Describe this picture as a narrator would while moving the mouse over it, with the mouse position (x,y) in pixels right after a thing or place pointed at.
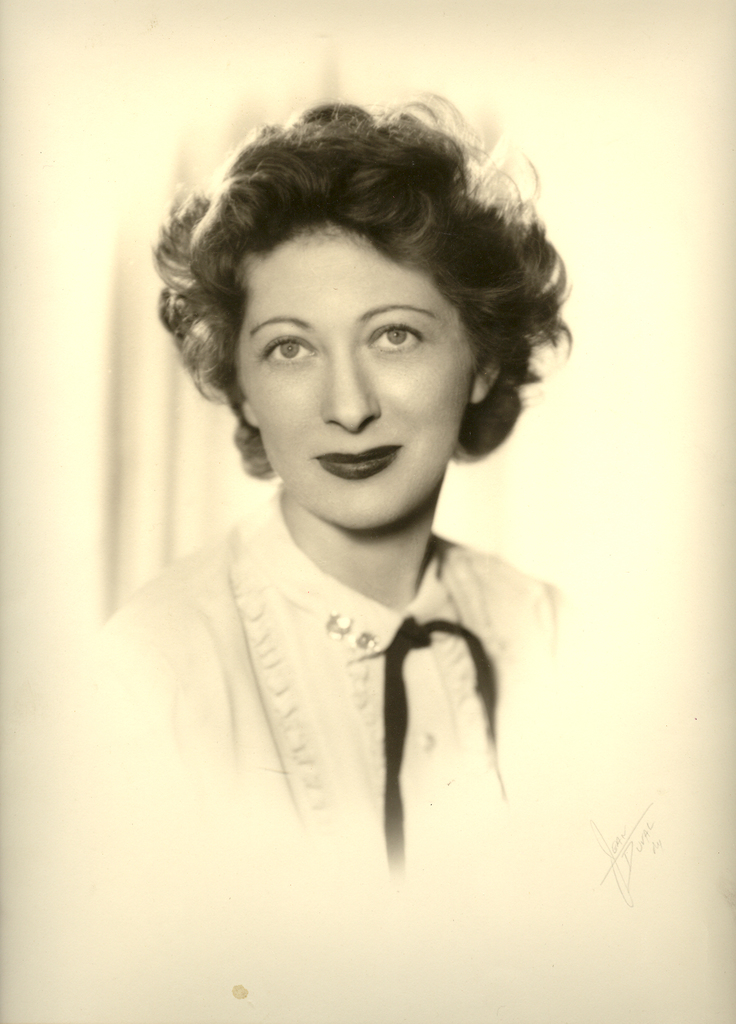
In the image there is a picture of a woman (391,775), she is very beautiful and she is wearing a collar neck dress (379,607).
